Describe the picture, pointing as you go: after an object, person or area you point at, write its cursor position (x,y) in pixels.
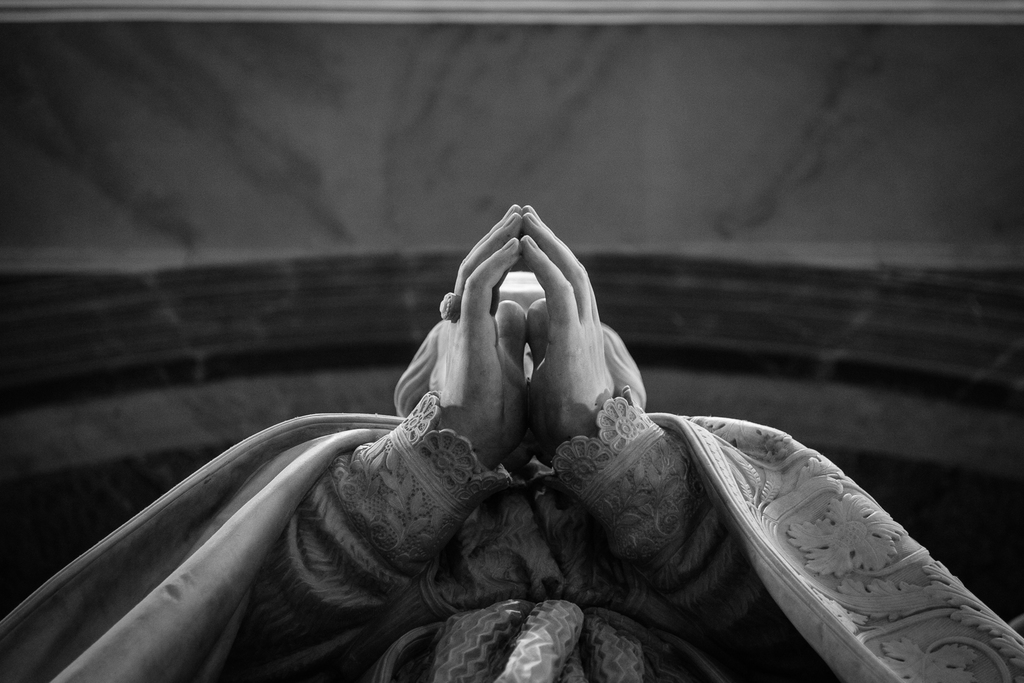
In the image there is a sculpture (452,441) and the picture is taken from beneath the sculpture (501,353), only the hands part (476,376) of the sculpture (610,489) is visible, it is the black and white image.
